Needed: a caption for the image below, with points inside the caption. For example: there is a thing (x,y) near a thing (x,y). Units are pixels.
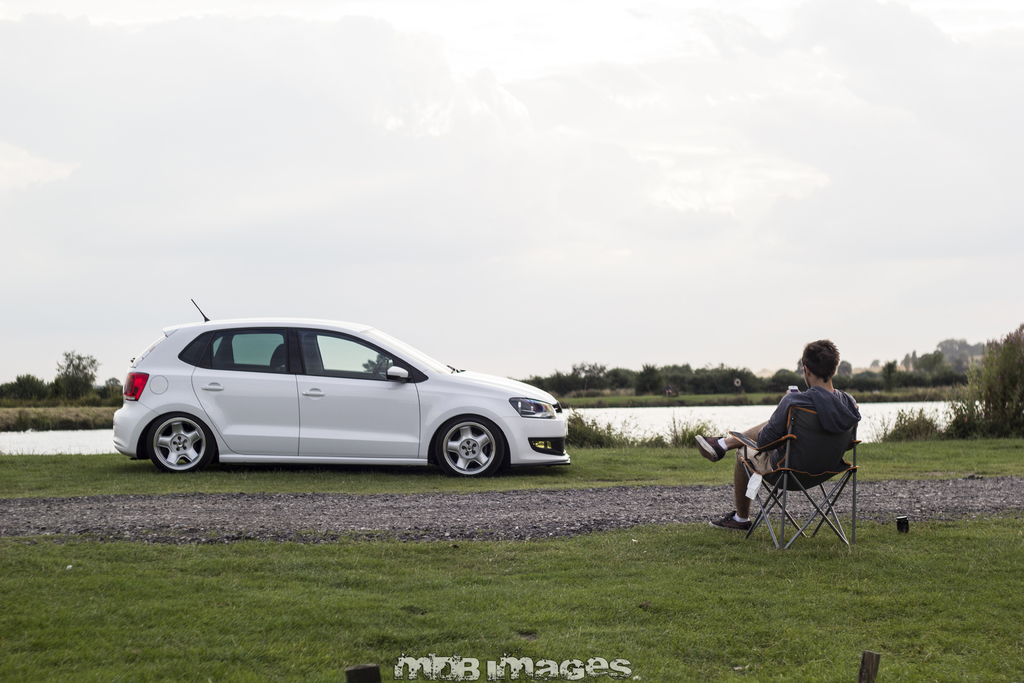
There is a grass lawn (523,578) with some stones (309,496). And there is a person (753,455) sitting on a chair (811,464). There is a car (355,439) parked near the grass lawn (362,473). In the background (638,414) there is a river (647,410) and sky (531,181) and some trees (608,382).
